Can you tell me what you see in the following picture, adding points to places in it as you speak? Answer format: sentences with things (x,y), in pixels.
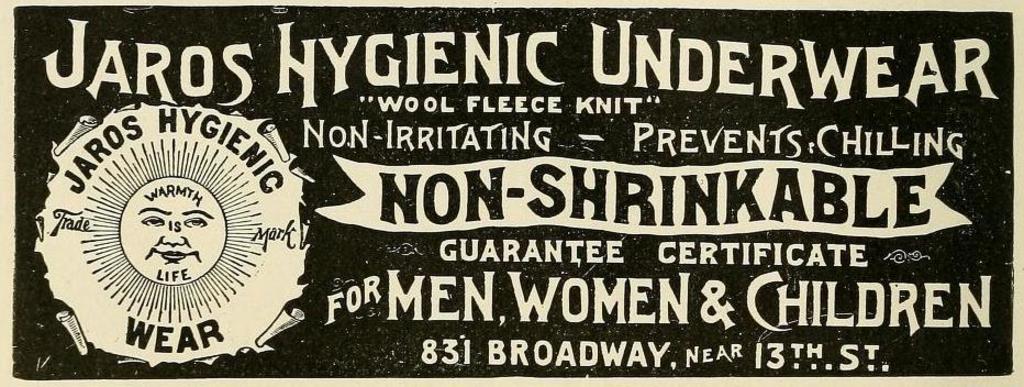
In this image we can see a poster (481,187), on that there are text (490,204) and an image (190,210).
